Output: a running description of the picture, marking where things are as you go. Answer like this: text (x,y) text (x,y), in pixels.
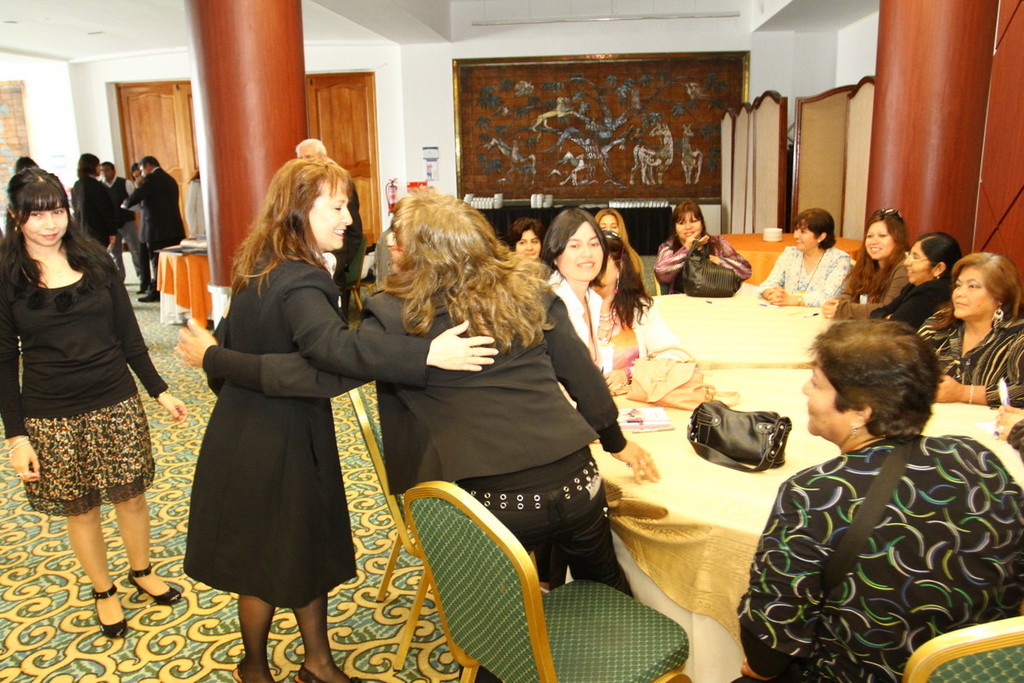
In this picture there are group of people (991,370) those who are sitting around the table (671,333) and there is a door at the left side of the image (334,139) and there is a portrait (504,92) at the center of the image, there are two ladies (257,241) those who are standing at the center of the image (560,306) they are hugging each other.
